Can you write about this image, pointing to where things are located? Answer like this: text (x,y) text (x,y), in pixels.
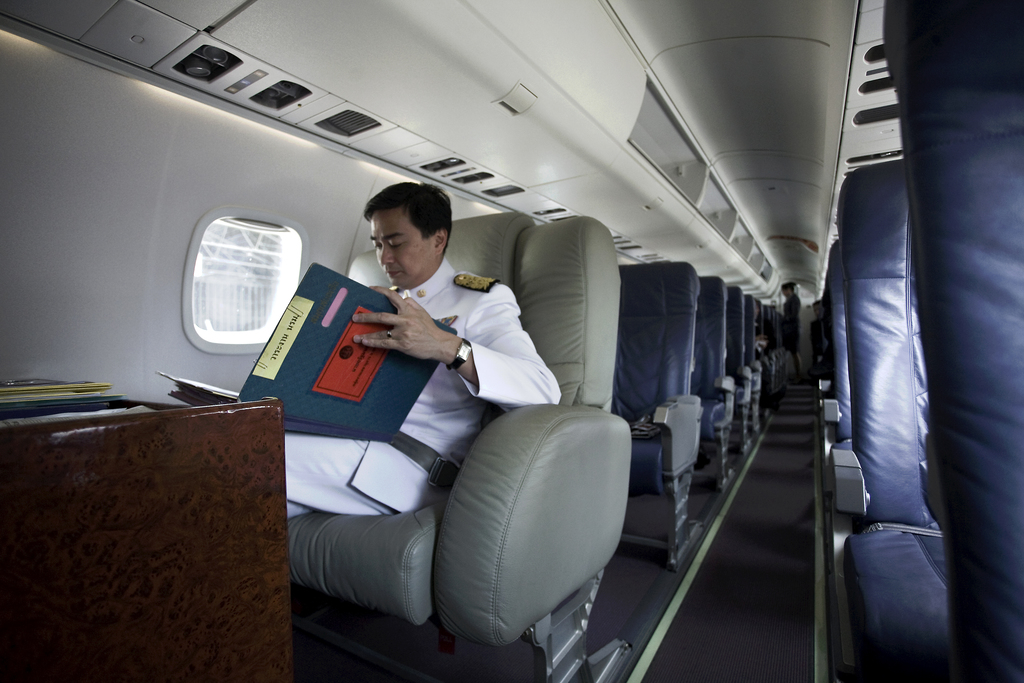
It is an inside view of the aeroplane (466,245). Here we can see few seats (560,530). Few people (327,467) are sitting. Here a person (800,367) is standing. In the middle of the image (404,403), a person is holding a file (348,371). Here we can see few objects (8,394), window (246,295).
